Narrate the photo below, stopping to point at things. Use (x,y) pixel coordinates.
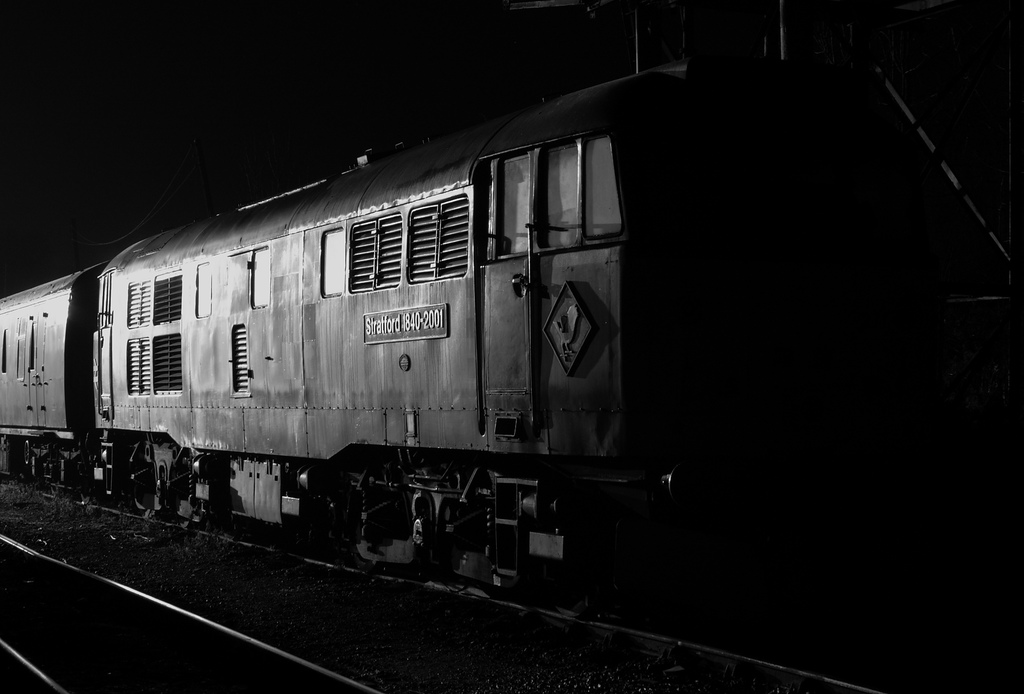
This image is a black and white image. This image is taken outdoors. At the bottom of the image (47,682) there are railway tracks (139,619). In the middle of the image (488,323) there is a train (432,290).
